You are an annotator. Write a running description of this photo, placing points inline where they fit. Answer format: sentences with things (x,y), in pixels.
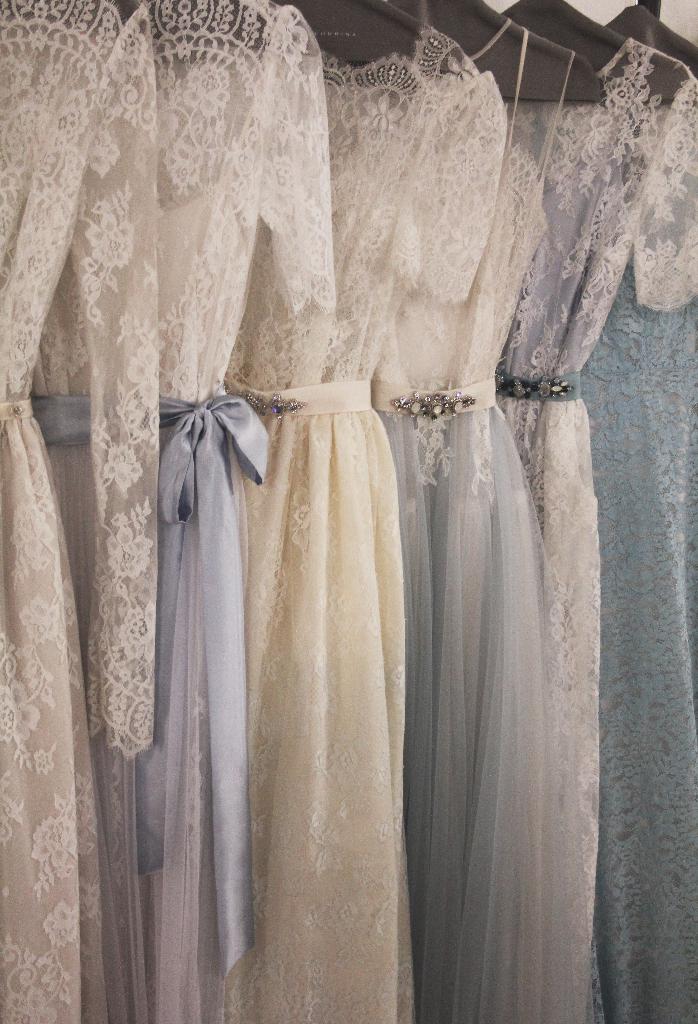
In this picture clothes (277,357) are hanging to hanger (405,34).
